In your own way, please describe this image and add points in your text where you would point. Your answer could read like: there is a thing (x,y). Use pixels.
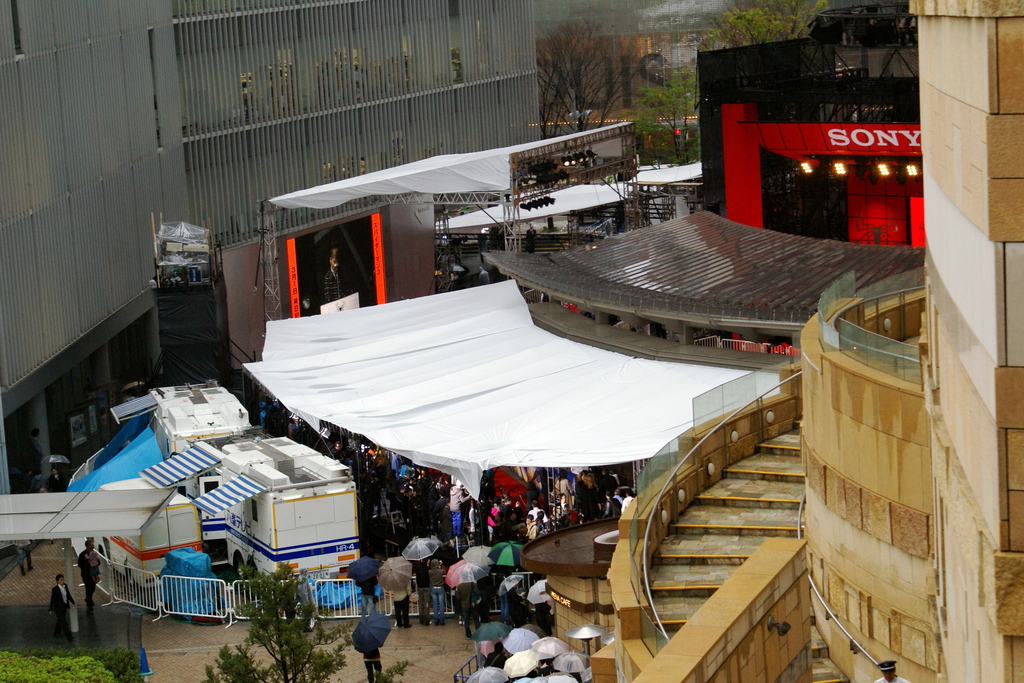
In this image we can see buildings (579,570), tents (389,338), people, trees (604,113), lights (553,179), vehicles (307,513), fence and plants (119,673). Few people (503,664) are holding umbrellas (564,648). Under these tents (447,364) there are people (374,472).
